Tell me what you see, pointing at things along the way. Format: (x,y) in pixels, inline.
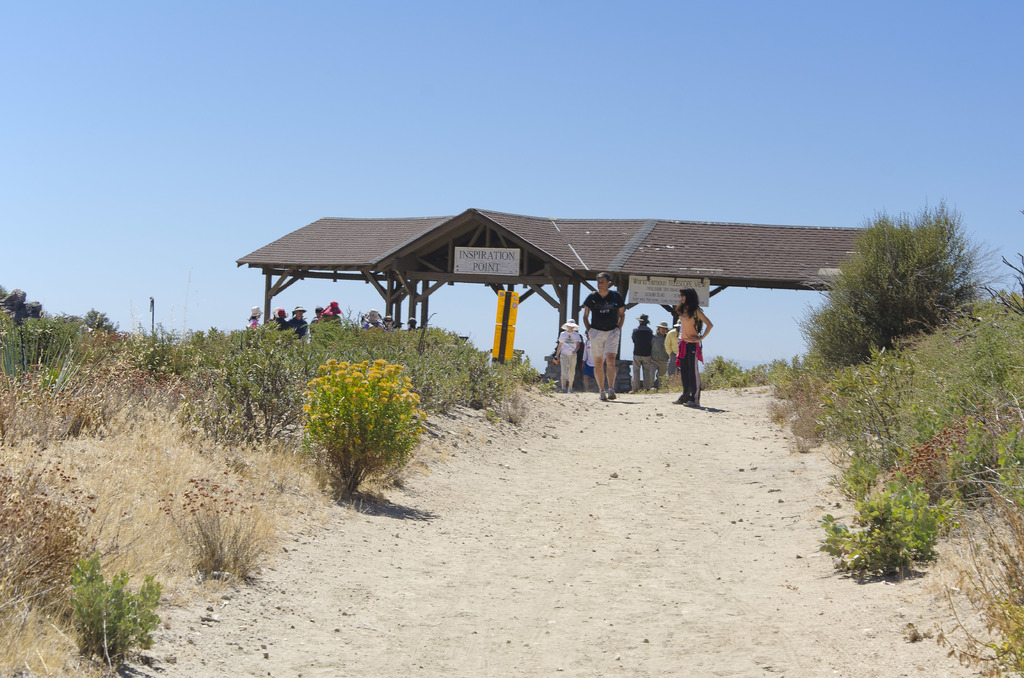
In this image we can see a shed (628,265), there are some people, plants (186,543) and boards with text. In the background (804,124), we can see the sky (877,39).
